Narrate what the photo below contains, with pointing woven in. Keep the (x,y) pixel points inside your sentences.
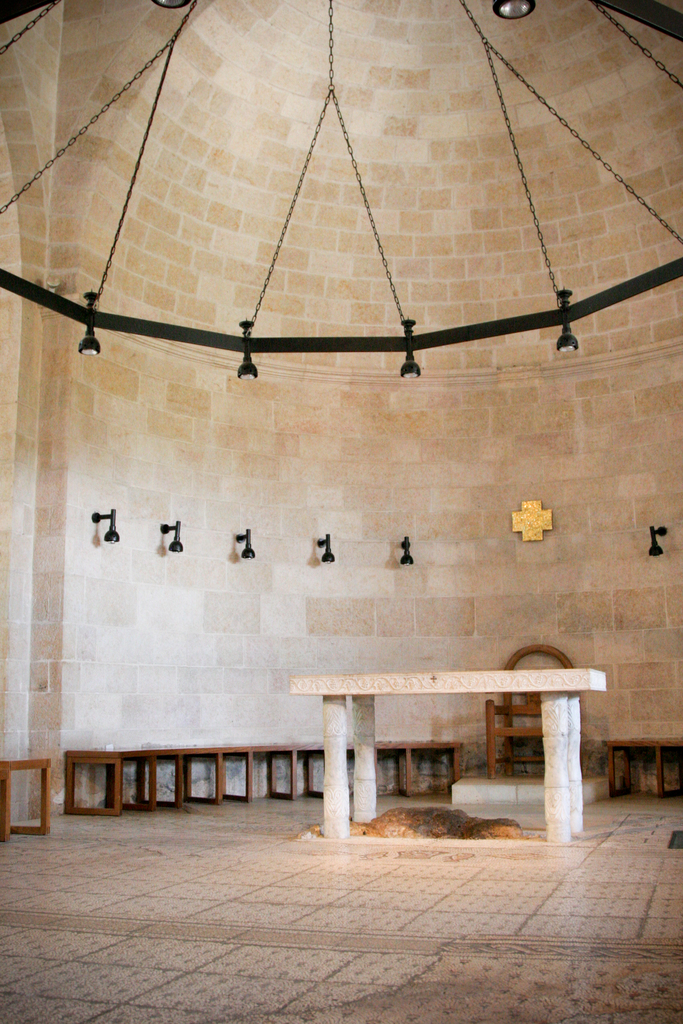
In this picture we can see benches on the ground (430,884) and in the background (354,469) we can see a wall (371,527), lights (311,348) and some objects (420,825).
